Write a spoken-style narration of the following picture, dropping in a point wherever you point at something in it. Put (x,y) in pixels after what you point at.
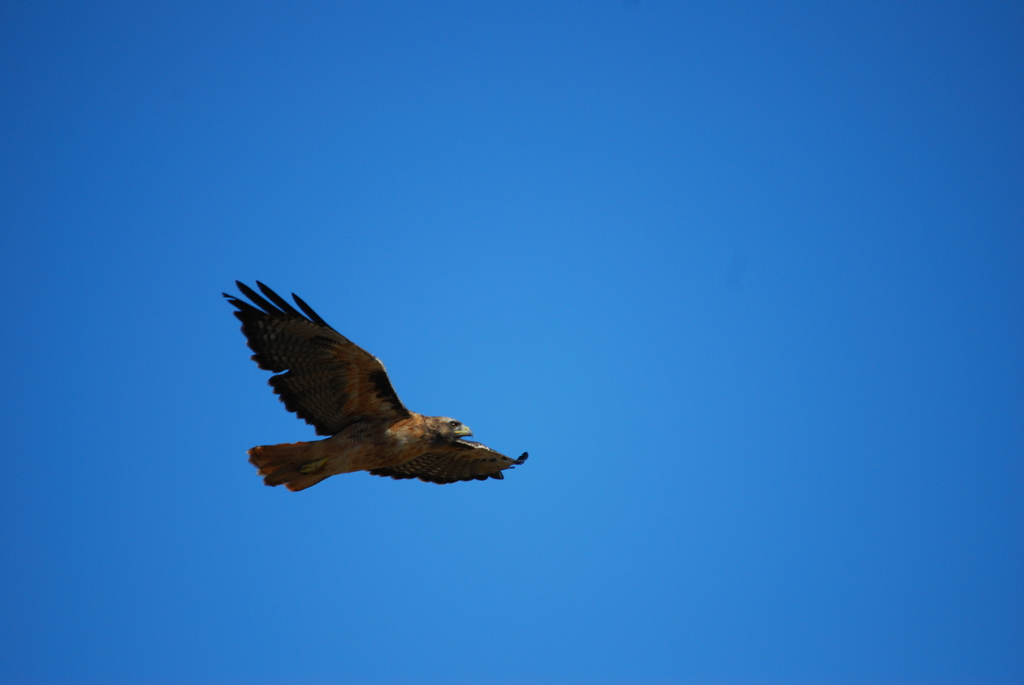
In this picture we can see an eagle (404,478) which is flying in the sky (420,262).
